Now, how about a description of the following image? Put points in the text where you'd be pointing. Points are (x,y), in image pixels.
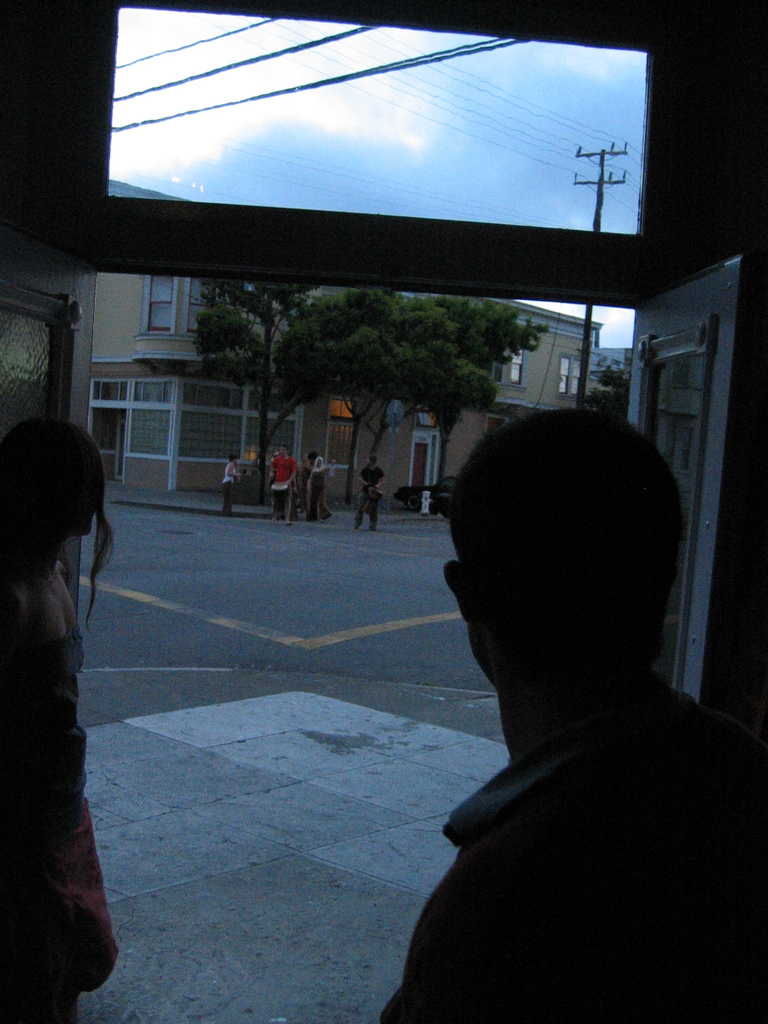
In this image we can see few people (304,497). There are few people (695,942) in the house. There is a road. There are few trees (432,339) in the image. We can see the clouds (403,141) in the sky (403,141). There are few cables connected to an electrical pole (605,151).
